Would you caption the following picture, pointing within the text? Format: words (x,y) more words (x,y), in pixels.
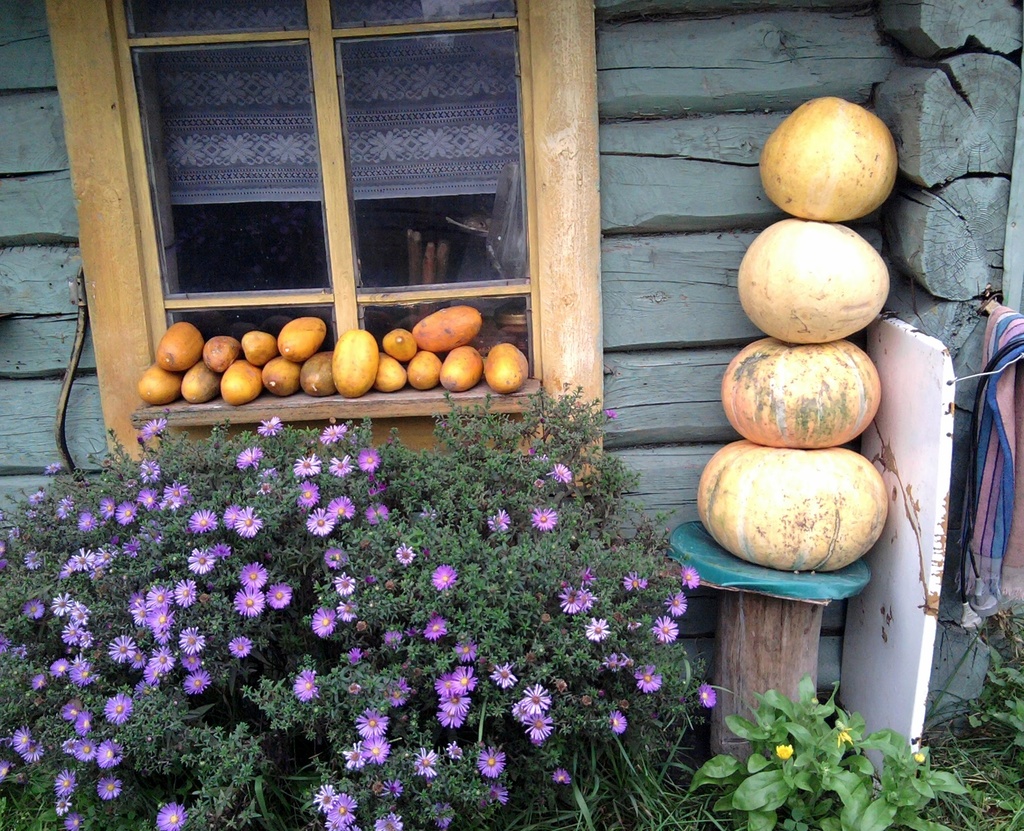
In this picture we can see plants (396,643) with flowers (322,629) on the ground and in the background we can see a wall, window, pumpkins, fruits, curtain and a cloth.
